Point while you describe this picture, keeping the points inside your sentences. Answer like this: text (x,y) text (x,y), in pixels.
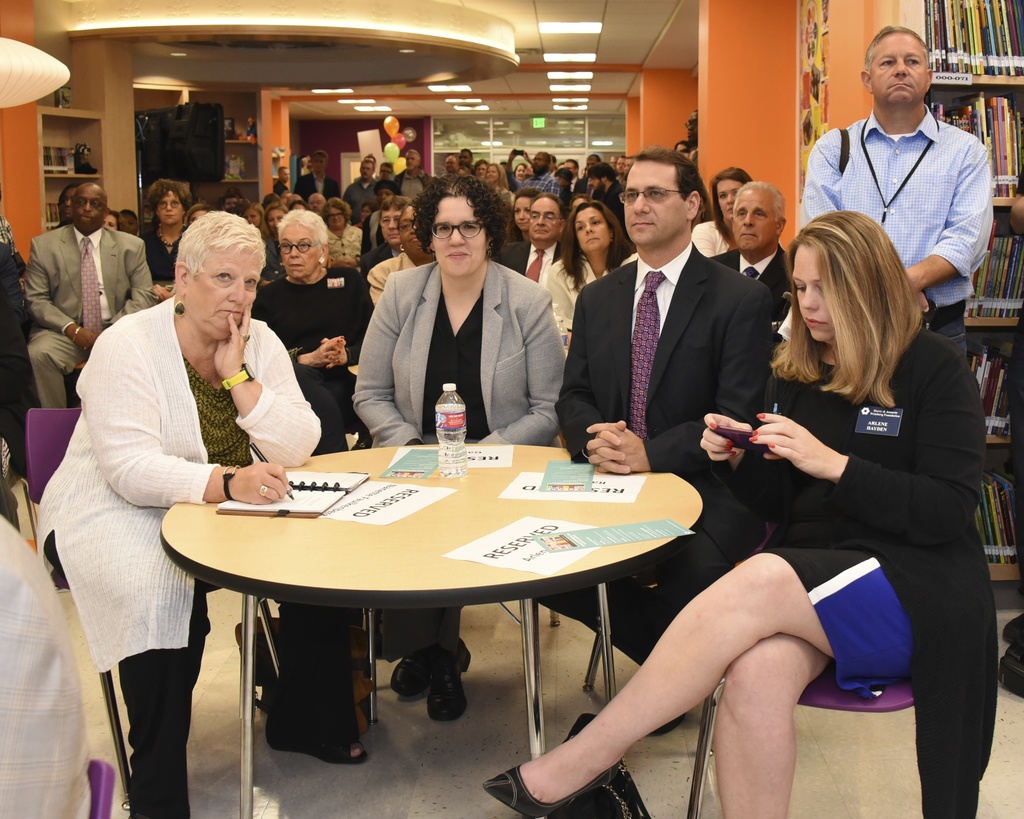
In this image we can see there are a few people (426,287) sitting on the chair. And at the side, we can see the person (892,150) standing and there are racks (56,114) at the back (74,110), in that there are different types of books (940,19). In front of the persons (844,484) there is the table (540,505), on the table (373,555) there are papers (396,500), cards (425,456), book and bottle (440,433). And there are two people (729,461) holding cell phone (755,445) and pen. At the back (444,128) we can see the balloons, window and the black color object (147,138).
